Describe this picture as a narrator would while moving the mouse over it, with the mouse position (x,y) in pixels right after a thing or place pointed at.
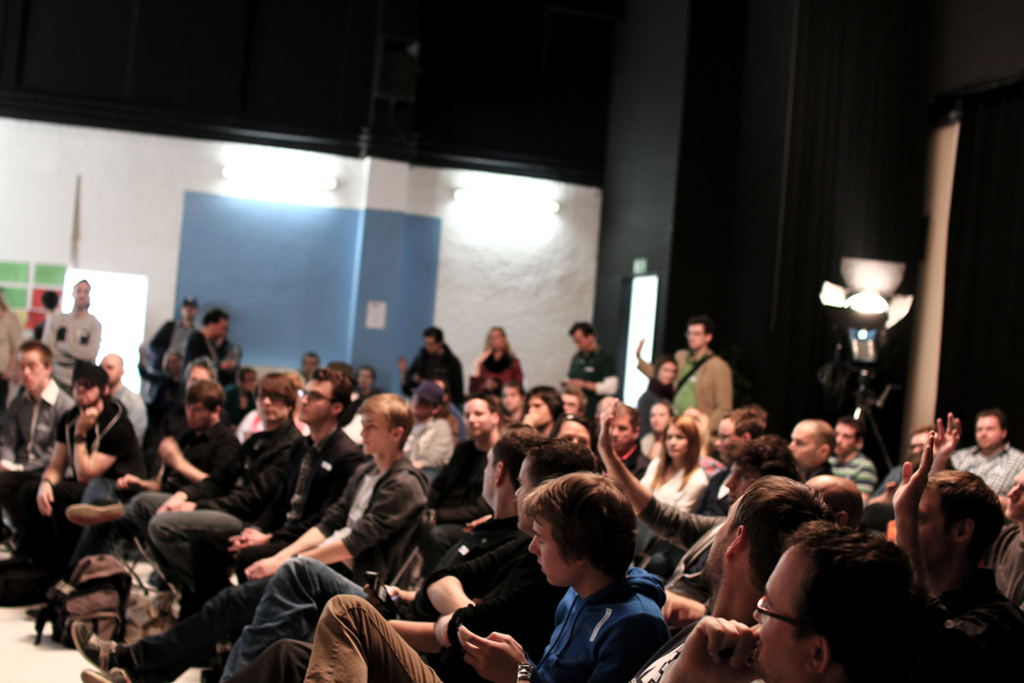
In this image we can see a group of people (409,425) sitting on the chairs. We can also see a bag (111,612) on the floor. On the backside (857,392) we can see a light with a stand (880,402), a group of people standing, a door (644,383), a signboard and a paper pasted on a wall (358,280).
